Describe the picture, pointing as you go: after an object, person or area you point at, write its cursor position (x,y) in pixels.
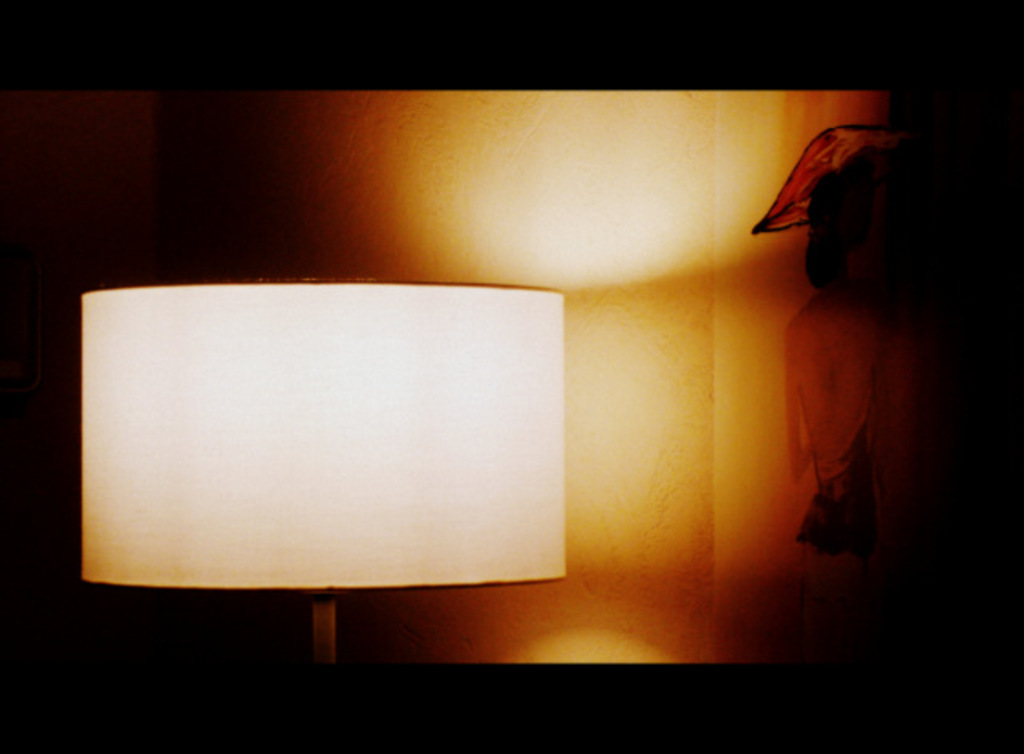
In this image I can see the lamp (387,408). Background (554,229) is in black, brown and white color.
